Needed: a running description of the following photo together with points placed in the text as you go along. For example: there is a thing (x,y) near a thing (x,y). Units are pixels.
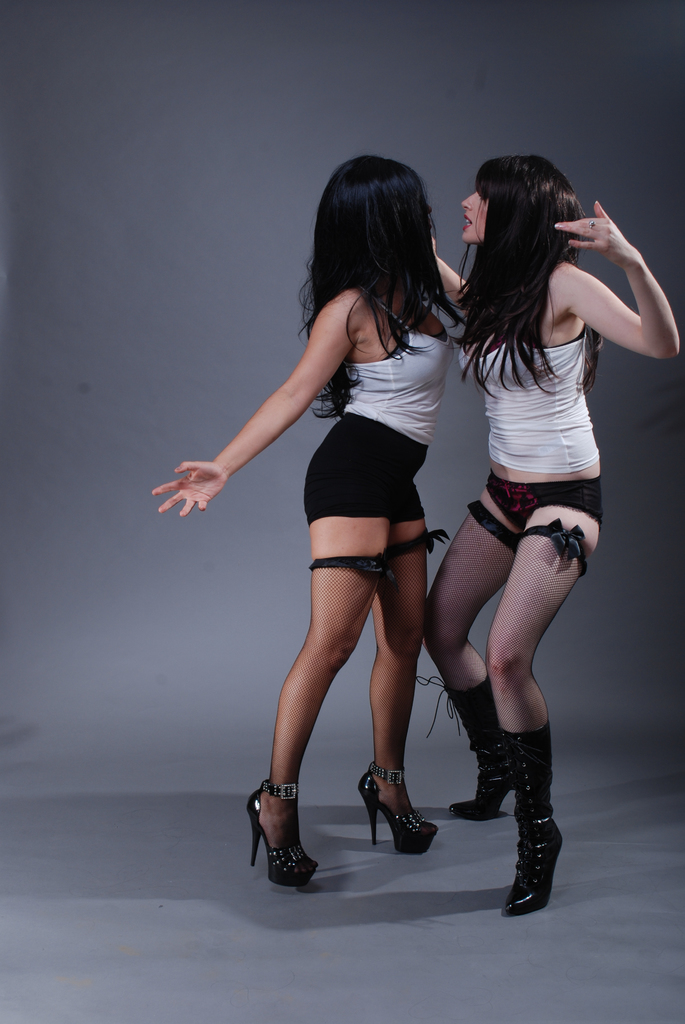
In this image there are two girls (423,583) standing opposite to each other. In the background (152,223) there is a wall (155,328).
